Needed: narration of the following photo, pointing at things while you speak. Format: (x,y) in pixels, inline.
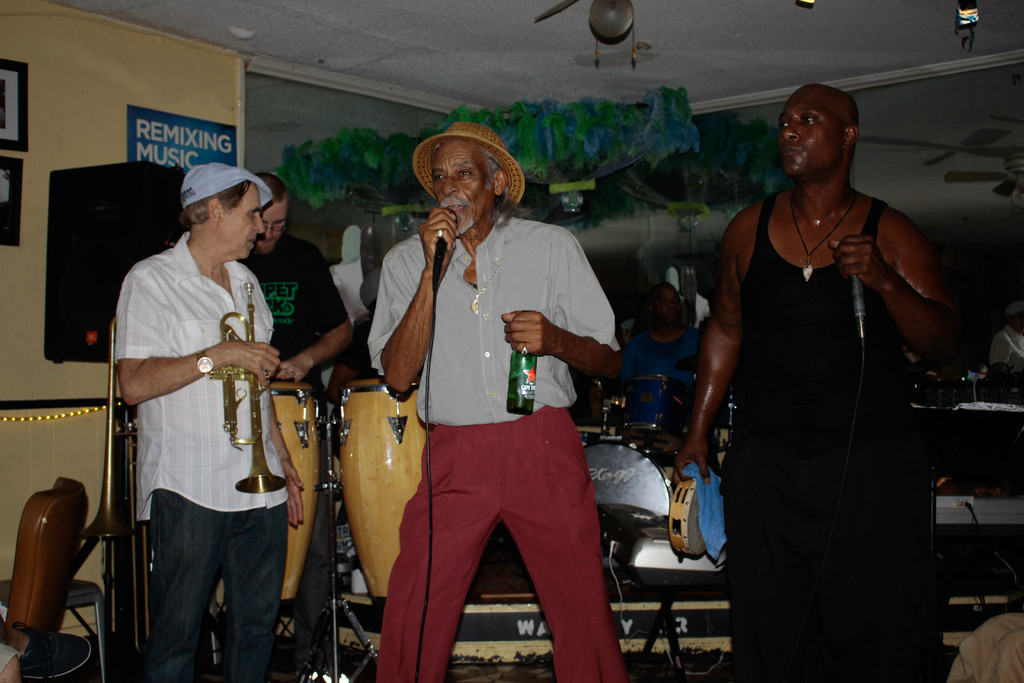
In the image we can see few persons (519,230) were standing and holding microphone (861,289). And the center person (496,388) holding wine bottle (515,405). And rest of the persons (818,397) were holding some musical instruments (253,417). And they were surrounded by some musical instruments (639,504). And some more objects (970,38) around them.
